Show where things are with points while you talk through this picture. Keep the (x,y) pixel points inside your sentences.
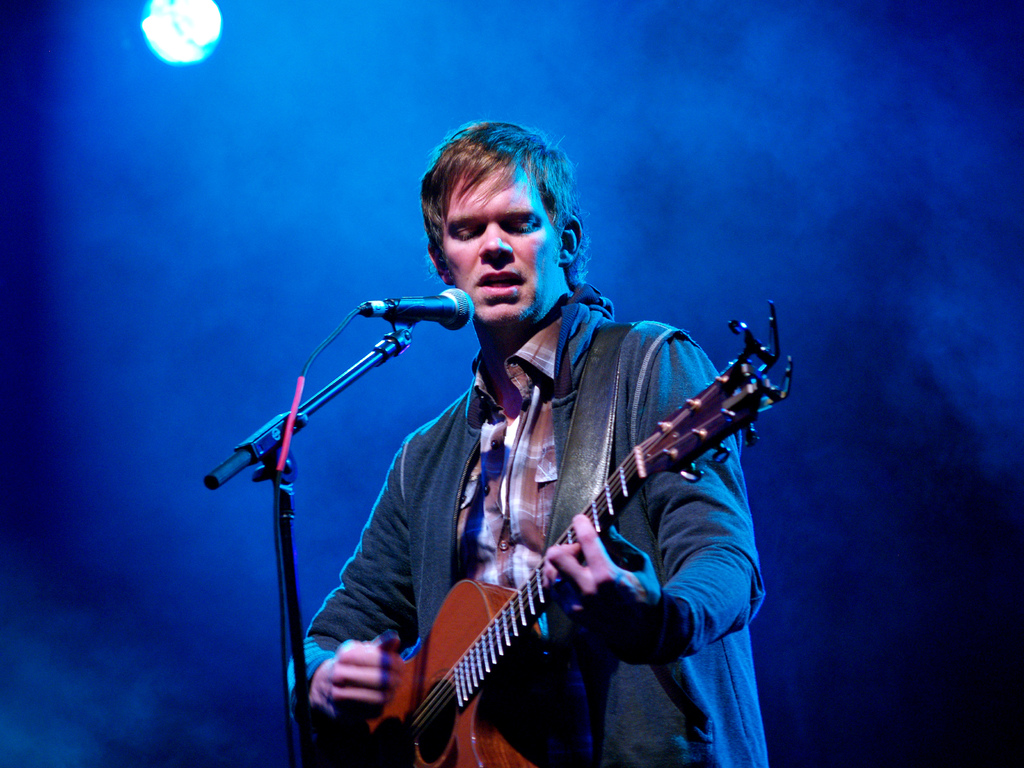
This is the picture of a person (472,484) who is wearing a jacket (372,599) and holding a guitar (479,686) and playing it in front of the mic (446,314).
